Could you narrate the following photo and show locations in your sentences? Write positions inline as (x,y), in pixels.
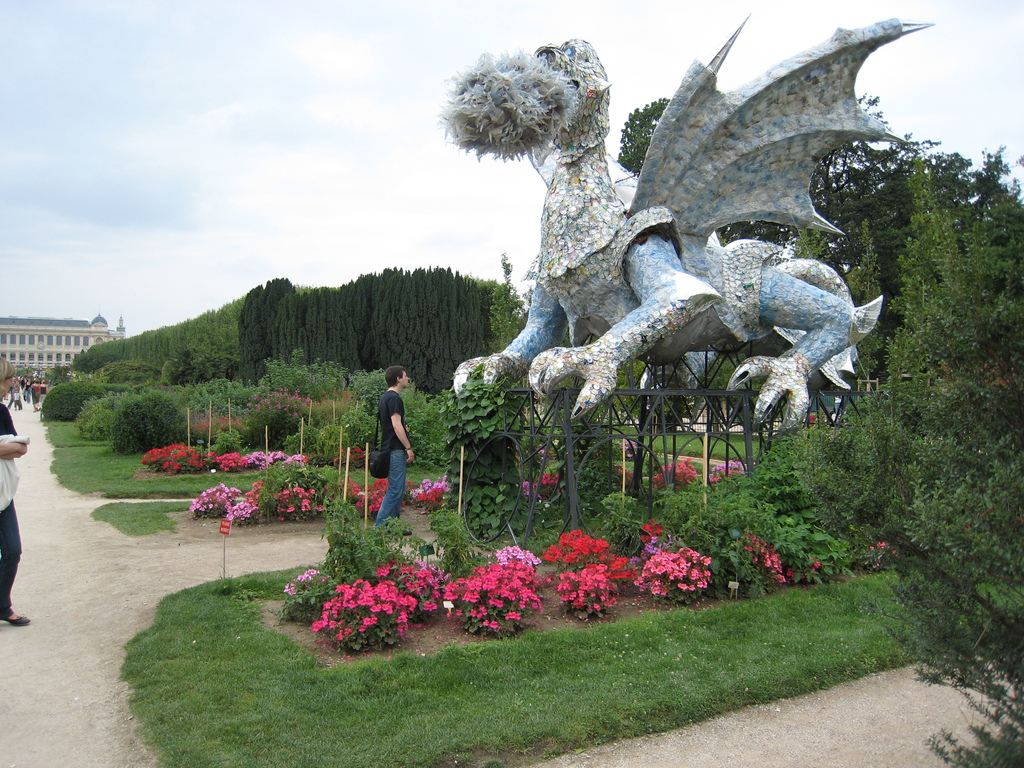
In this image we can see people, grass (445,674), plants (394,630), flowers (423,495), trees (891,187), building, and a statue (534,83). In the background (410,198) there is sky (408,145) with clouds (420,212).
